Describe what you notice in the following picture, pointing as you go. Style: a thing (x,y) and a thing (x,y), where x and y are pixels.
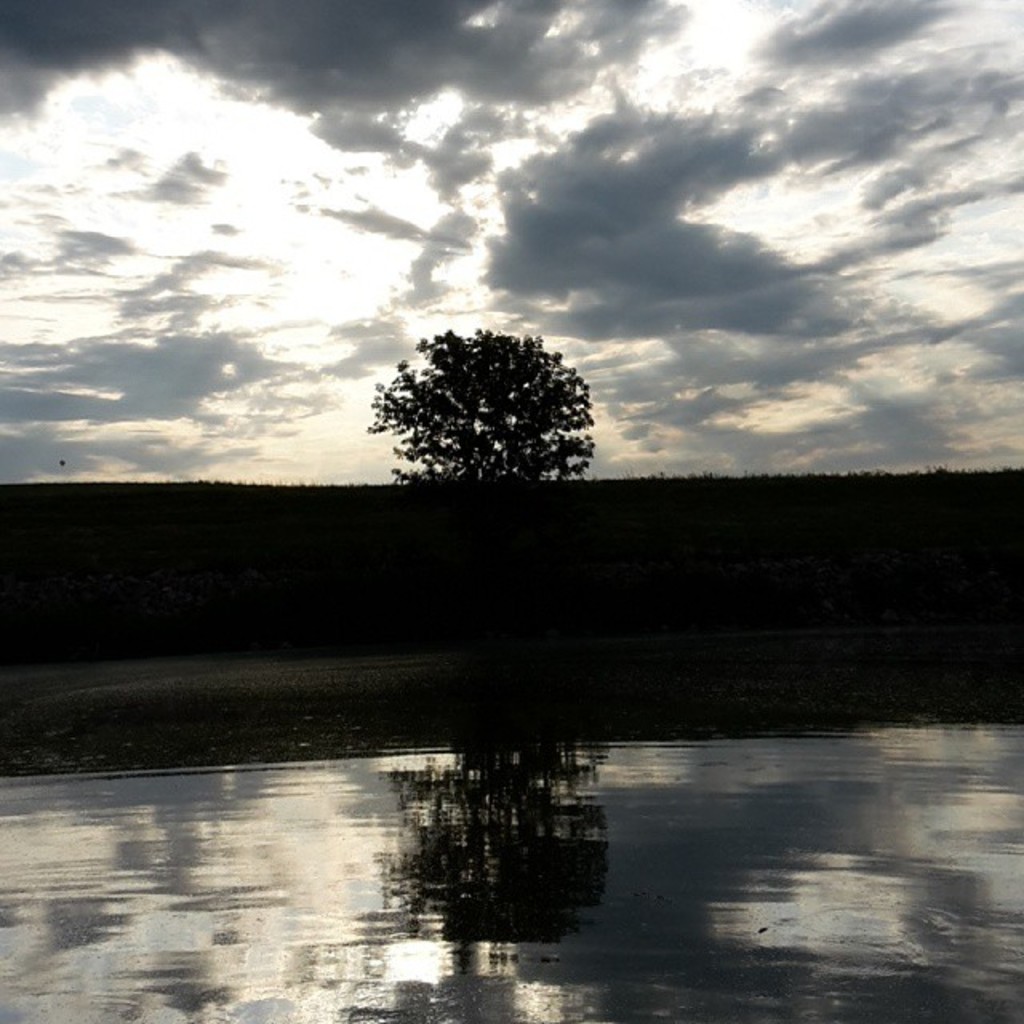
This image is taken outdoors. At the top of the image (199,276) there is the sky (518,178) with clouds (628,237). At the bottom of the image (356,929) there is a pond (622,843) with water (451,783). In the middle of the image (488,487) there is a tree (472,412) with leaves (455,400), stems (490,465) and branches (434,396).
